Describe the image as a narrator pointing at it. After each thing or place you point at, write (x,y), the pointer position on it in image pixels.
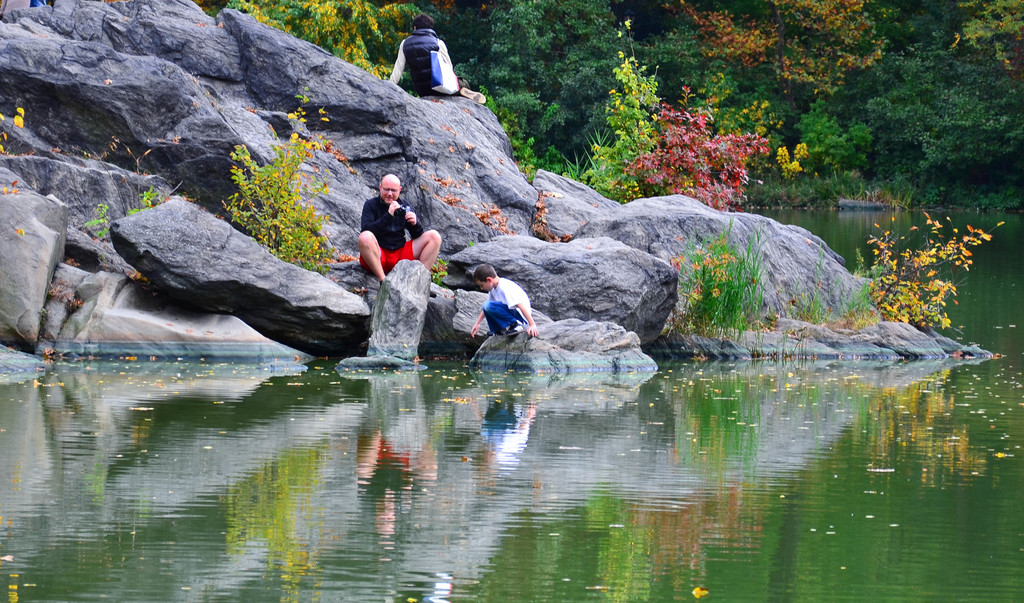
In this image we can see people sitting on the rocks (379,298) and we can also see plants (640,168), trees (991,183) and water (376,522).
